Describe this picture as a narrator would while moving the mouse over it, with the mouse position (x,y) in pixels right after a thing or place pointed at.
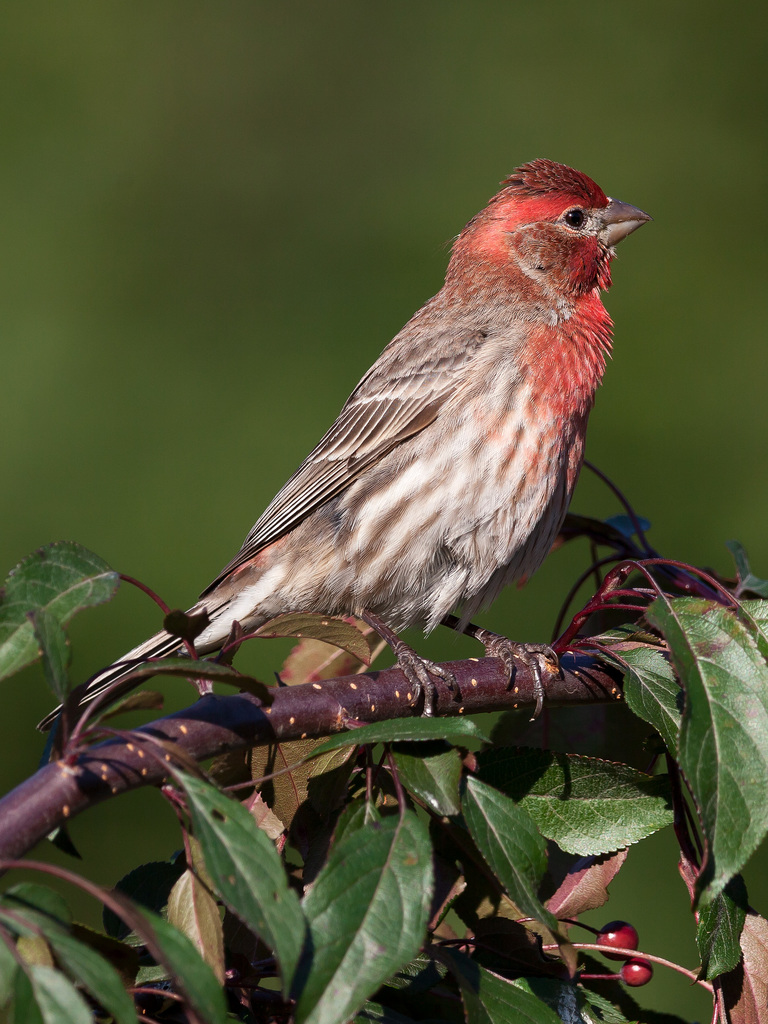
In this image a bird (456,315) is standing on a stem (500,701) having few leaves (585,858) and fruits (614,936) to it. Background (636,60) is in green color.
